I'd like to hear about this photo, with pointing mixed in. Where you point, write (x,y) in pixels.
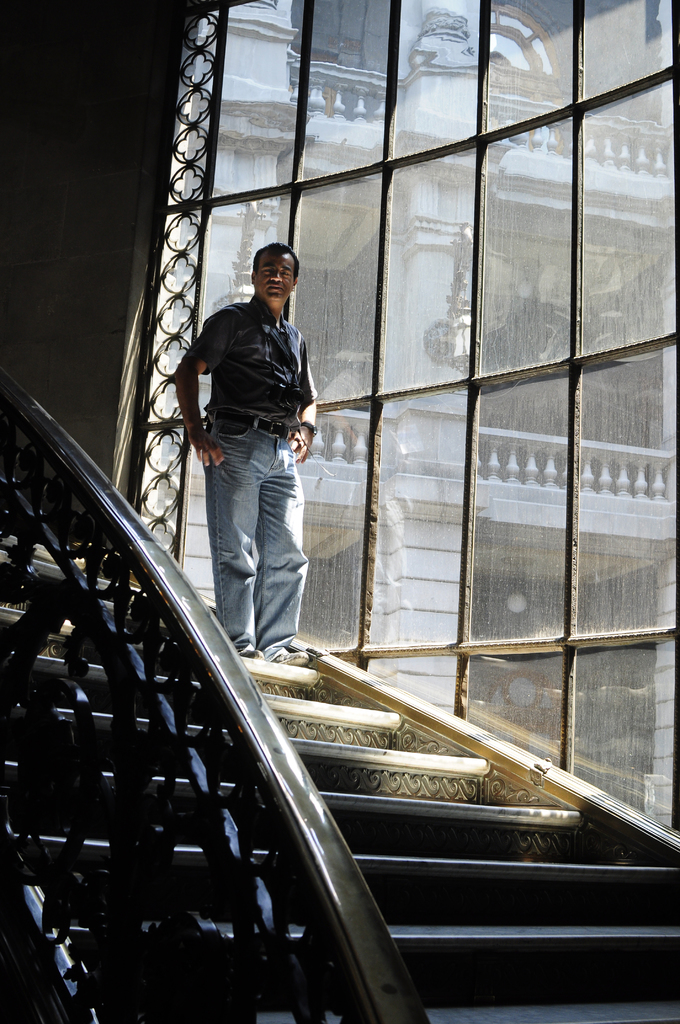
In this picture there is a man (271,281) who is wearing shirt (246,398), jeans (278,611) and shoe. He is standing on the stairs (453,809). On the right (624,634) we can see glass window (656,511). Through the window (550,161) we can see building (317,294).
